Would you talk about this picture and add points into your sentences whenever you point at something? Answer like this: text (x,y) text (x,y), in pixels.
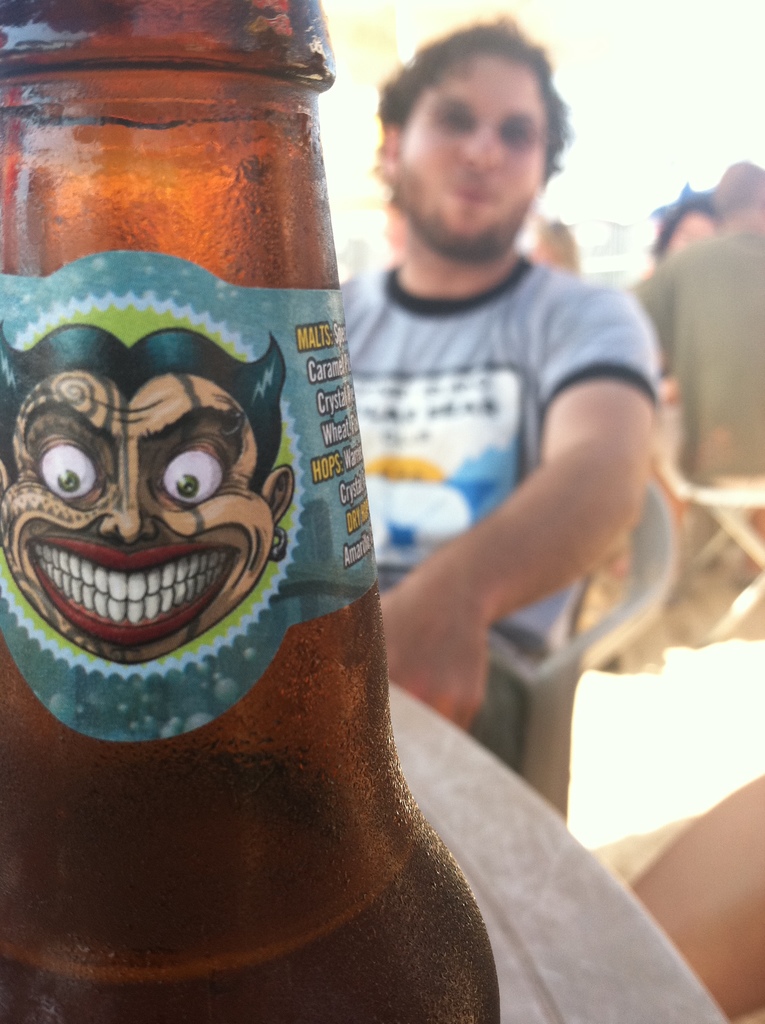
In this image i can see a man (503,463) who is sitting on a chair (584,633) and a glass bottle (196,533).
